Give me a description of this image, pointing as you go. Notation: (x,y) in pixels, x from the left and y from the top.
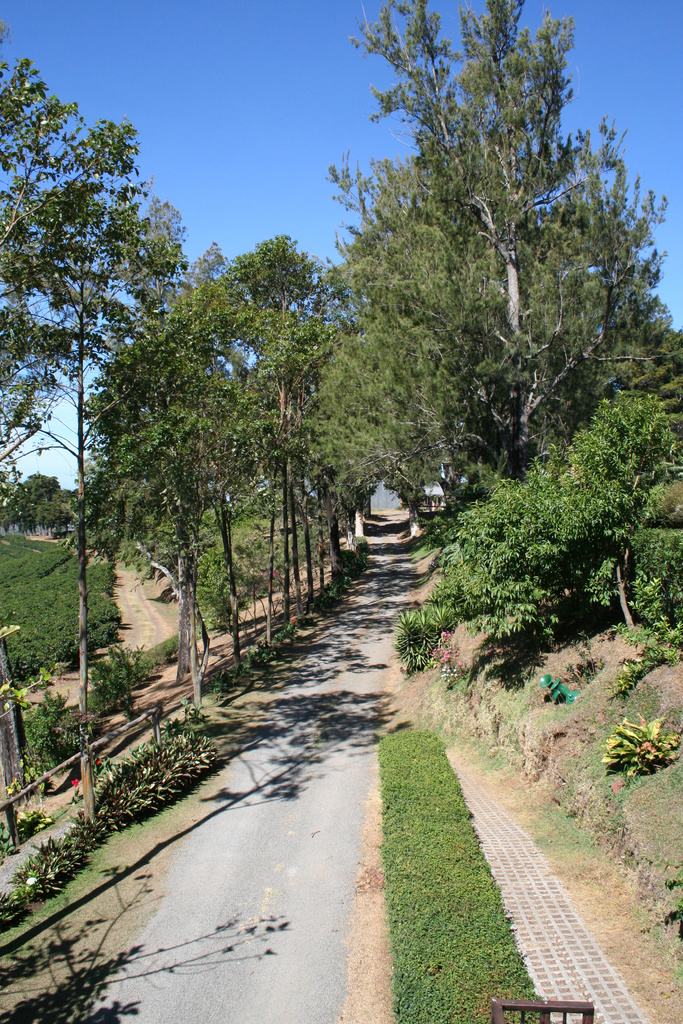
In the image we can see there are trees (624,356) and the ground (393,799) is covered with grass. There is a clear sky (290,101).
